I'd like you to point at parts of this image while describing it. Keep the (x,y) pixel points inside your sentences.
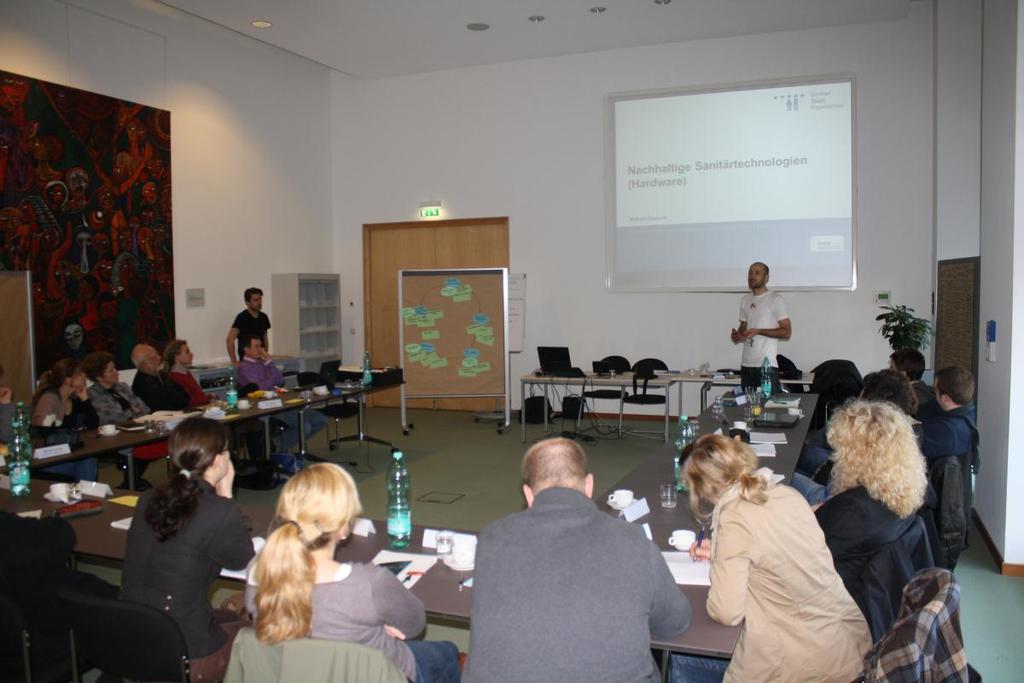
As we can see in the image there is a white color wall (544,179), board (436,303), screen (772,206), a man (750,323) standing over here, chairs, tables (595,376) and few people (818,618) sitting on chairs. On tables (417,543) there are laptops (569,363), bottles (764,368), papers (761,437), glasses (669,505) and mugs (675,545).
